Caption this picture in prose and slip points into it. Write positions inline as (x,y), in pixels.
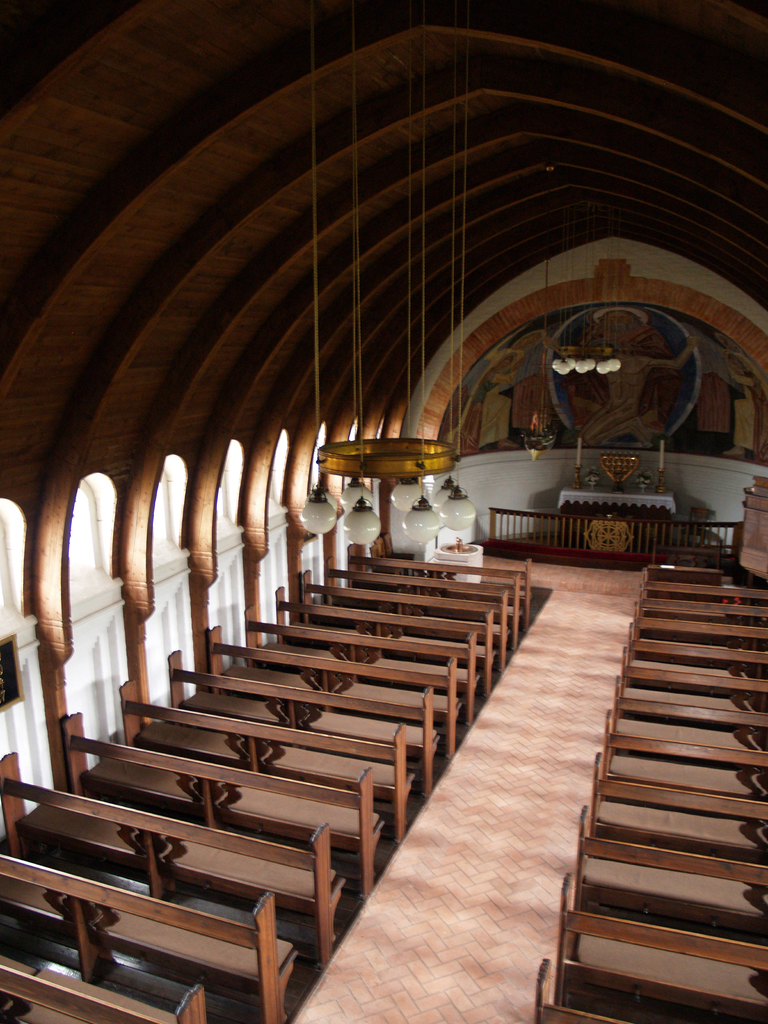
In this image I can see the aisle (485,809), few benches (720,801) on both sides of the aisle (586,719), the ceiling (599,208), few chandeliers (440,456), the railing (564,531), a table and some painting (662,406) on the wall (631,399).
